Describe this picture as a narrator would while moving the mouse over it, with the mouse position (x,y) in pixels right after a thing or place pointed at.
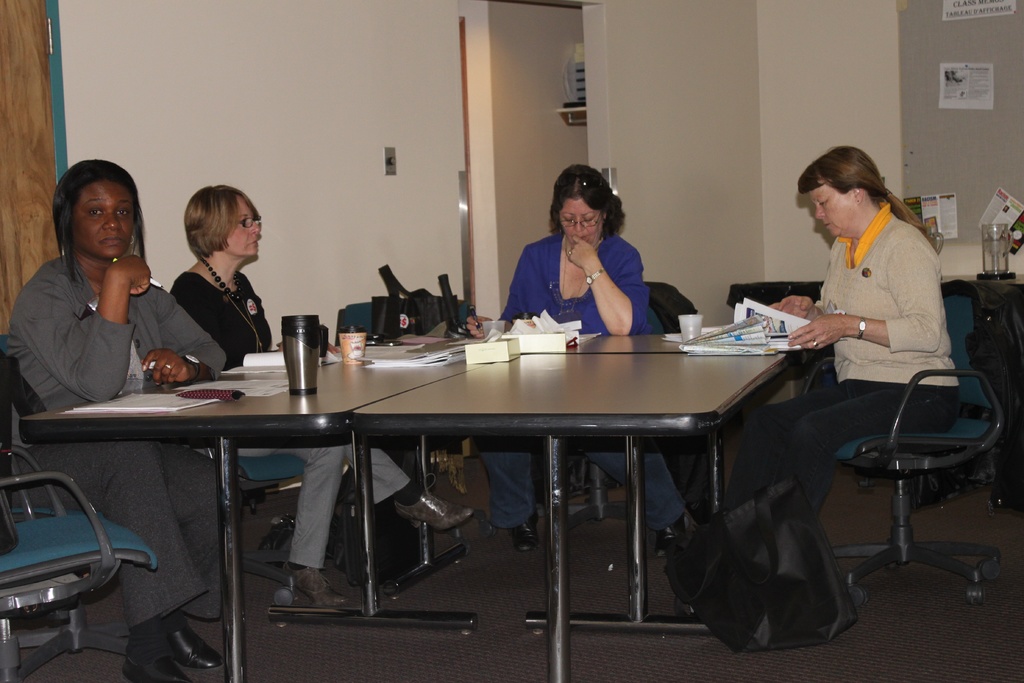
This image is taken inside a room (302,117). There are four people (914,222) in this room (375,244). In the left side of the image (60,637) there is an empty chair (54,573) and a woman (114,446) is sitting on the chair (6,352). At the bottom of the image (347,640) there is a floor (499,631) with mat (664,638). In the right side of the image (789,337) a woman (894,310) is sitting on a chair (870,456) holding the papers (794,329) in her hand (832,337). In the middle of the image (542,399) there is a table (541,421) and there are few things (275,371) on it. At the background (437,140) there is a wall (290,125) with doors (45,126) and a poster (961,98) on it.
